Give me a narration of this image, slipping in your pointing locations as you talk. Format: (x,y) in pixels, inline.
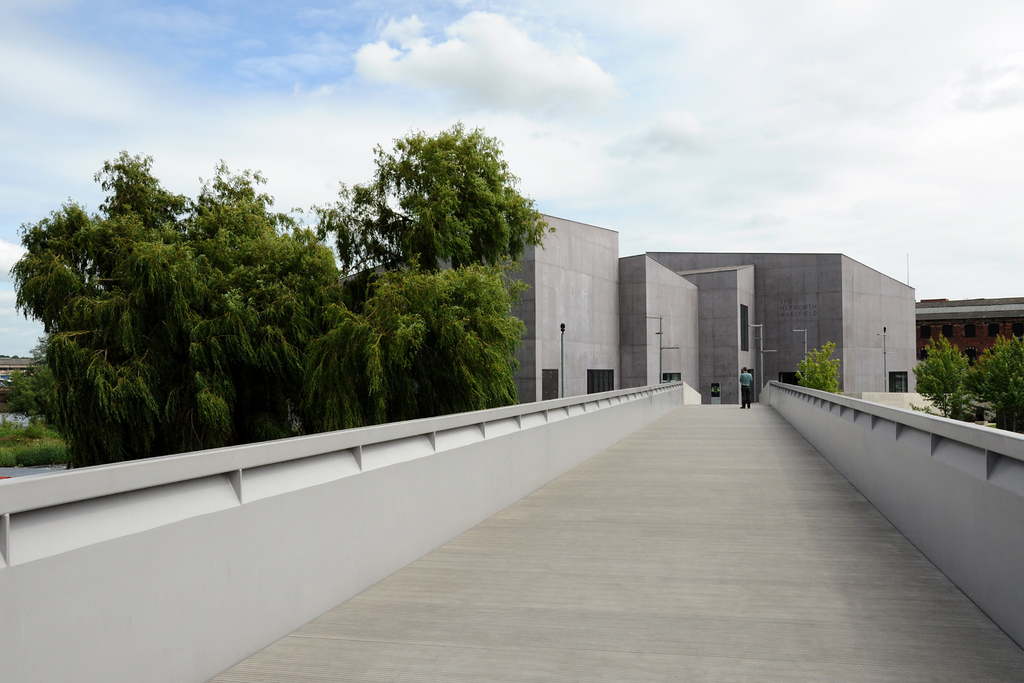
In the center of the image (668,414), we can see a person (740,381) on the bridge (545,486) and in the background (331,294), there are trees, buildings (597,270) and there are rods (657,318). At the top (396,81), there are clouds (396,81) in the sky (627,83).
